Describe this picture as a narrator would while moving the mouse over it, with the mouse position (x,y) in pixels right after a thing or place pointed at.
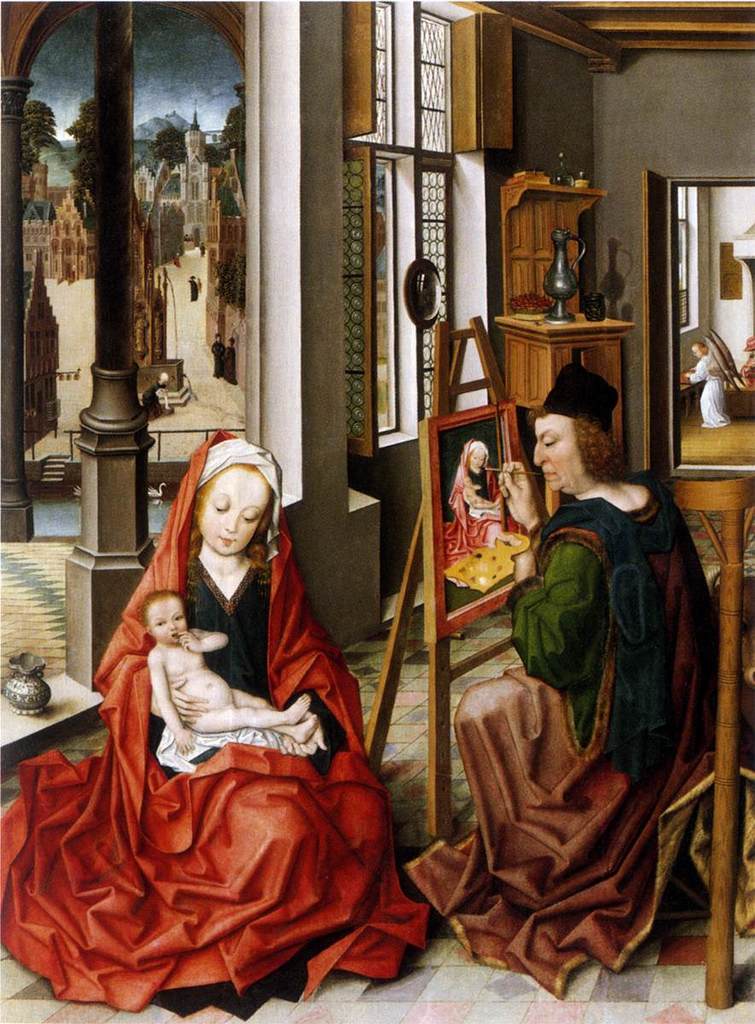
This image is a painting. in this painting there is a lady (224,789) sitting and holding a baby (234,708), next to her there is a man (636,586) painting. In the background (618,319) there is a door (674,306), windows (373,223) and a wall (314,430) and we can see paintings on the walls (747,298). There is a stand (531,322) and we can see vases (567,256) placed on the stand (584,320).
